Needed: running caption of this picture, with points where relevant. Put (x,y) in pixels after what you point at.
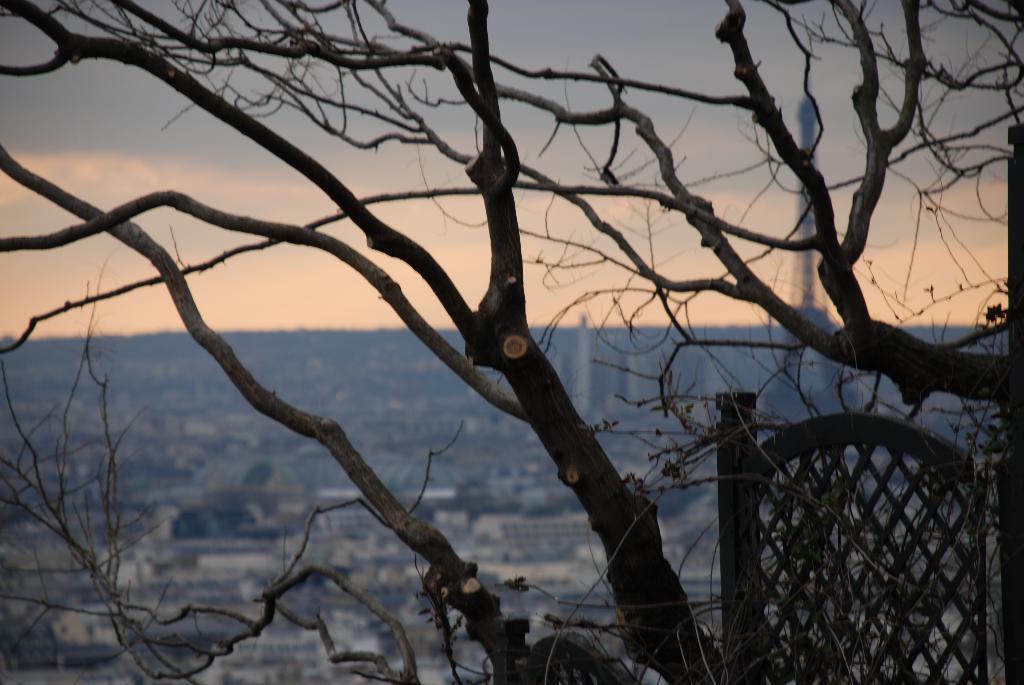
In this picture there are some dried trees (519,264). In the background (446,483) there some buildings (426,398) and a tower (806,108) on the right side (808,367). In the background (305,184) I can observe a sky (263,152).
